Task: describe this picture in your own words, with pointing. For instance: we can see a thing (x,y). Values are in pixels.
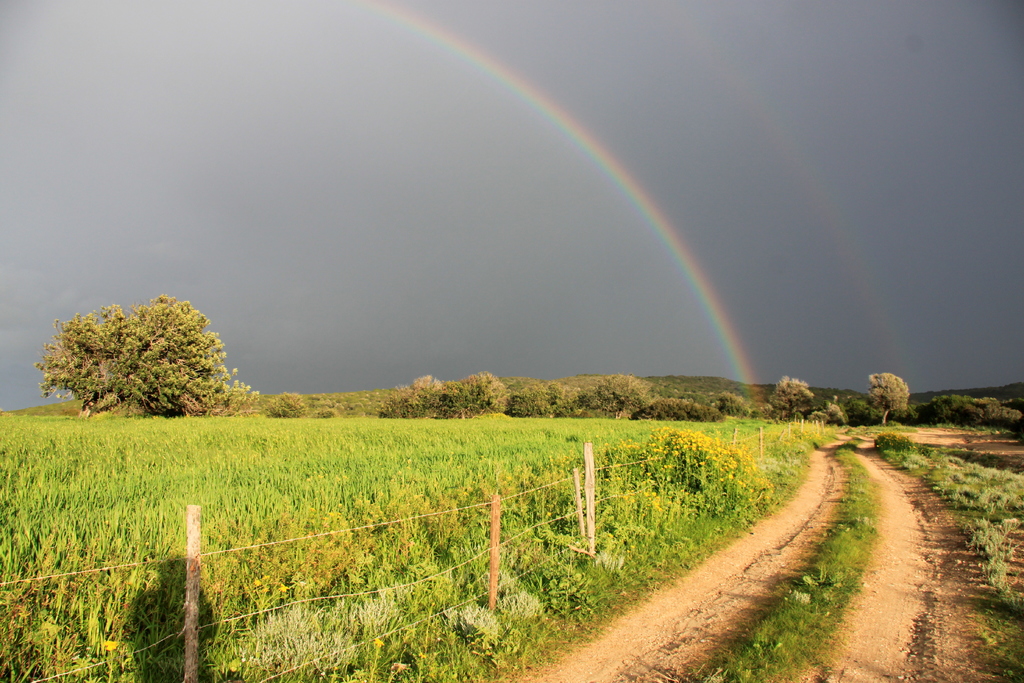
This image is taken outdoors. At the top of the image (521,190) there is a sky (791,245). At the bottom of the image (745,625) there is a ground (816,618) with grass (807,584) and many plants (386,503). There is a fence (497,547). In this image there are many trees (141,373) and plants (815,411).
